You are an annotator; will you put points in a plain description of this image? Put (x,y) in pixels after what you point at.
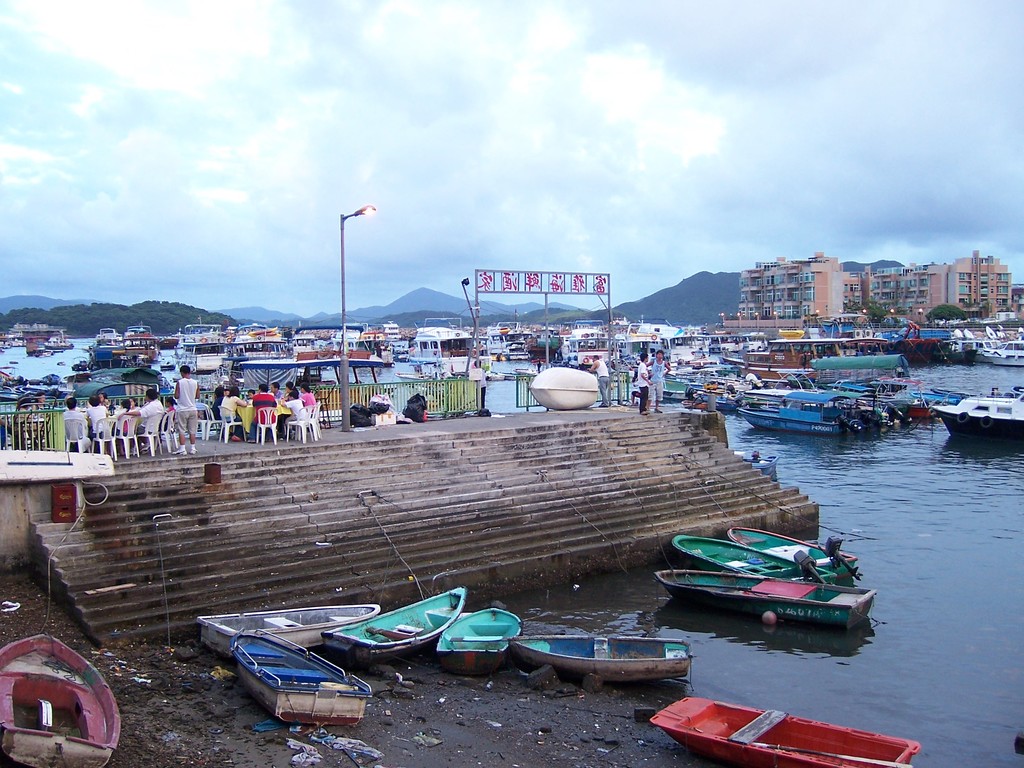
In the center of the image (375,367) we can see the sky (573,143), clouds (612,131), buildings (858,276), boats (253,340), trees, hills (435,297), lights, water (842,484), chairs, fences (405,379), one pole (347,360), staircase (310,487), few people (308,387) are sitting, few people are standing and a few other objects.
